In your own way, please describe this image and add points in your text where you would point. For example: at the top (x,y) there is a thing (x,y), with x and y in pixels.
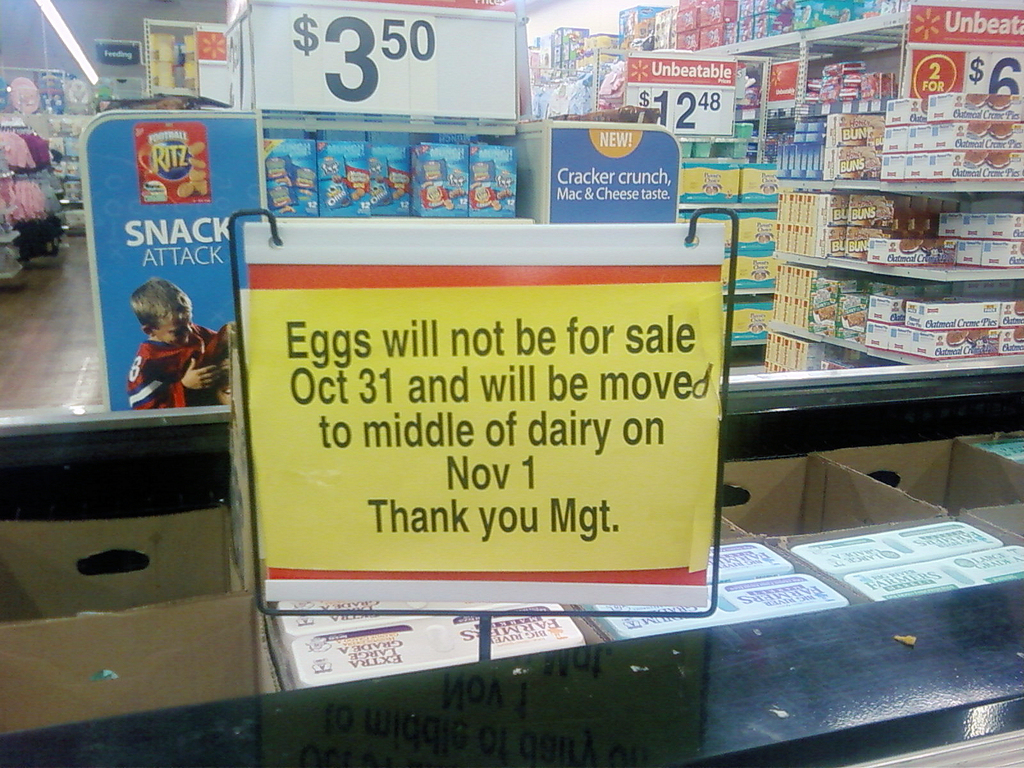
In this image I can see the board (508,427) and the cardboard boxes (817,544). In the background (367,163) I can see many colorful boxes (462,210) in the racks (473,179). I can also see the boards (206,78) and the lights (51,20).
